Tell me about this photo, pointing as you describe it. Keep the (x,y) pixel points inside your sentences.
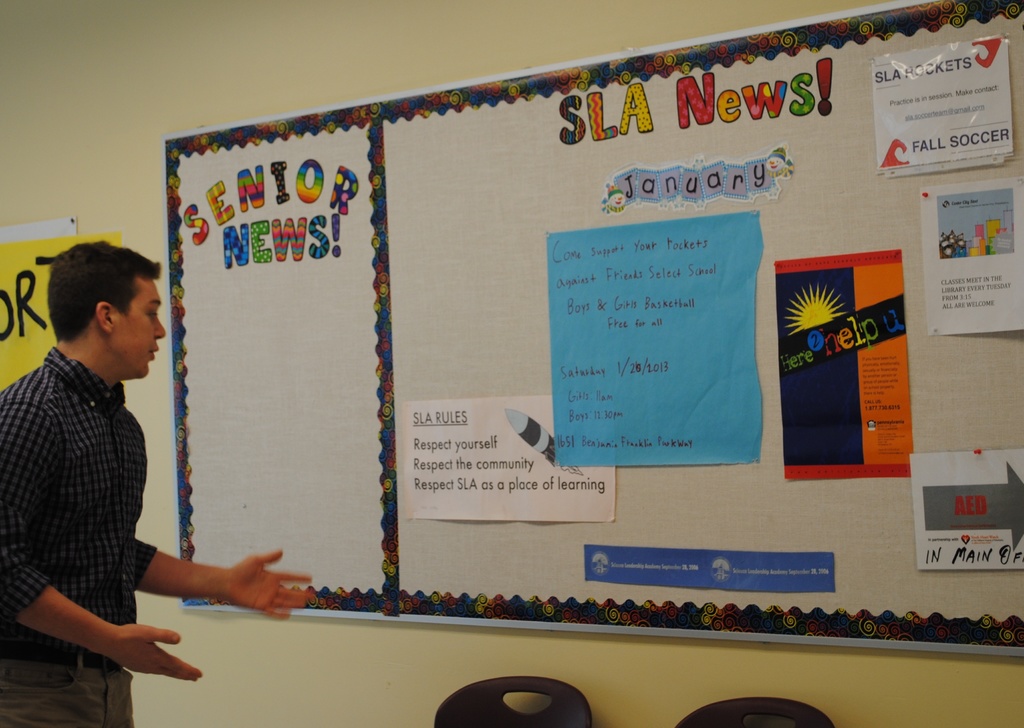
In this picture we can see the text (564,113), posters (1000,529) and a few things (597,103) on a board (497,596). We can see a person (117,573) standing on the left side (105,340). There is the text (33,286) on a yellow object (27,319) visible on the wall (180,96). We can see some objects (798,703) at the bottom of the picture (455,704).
